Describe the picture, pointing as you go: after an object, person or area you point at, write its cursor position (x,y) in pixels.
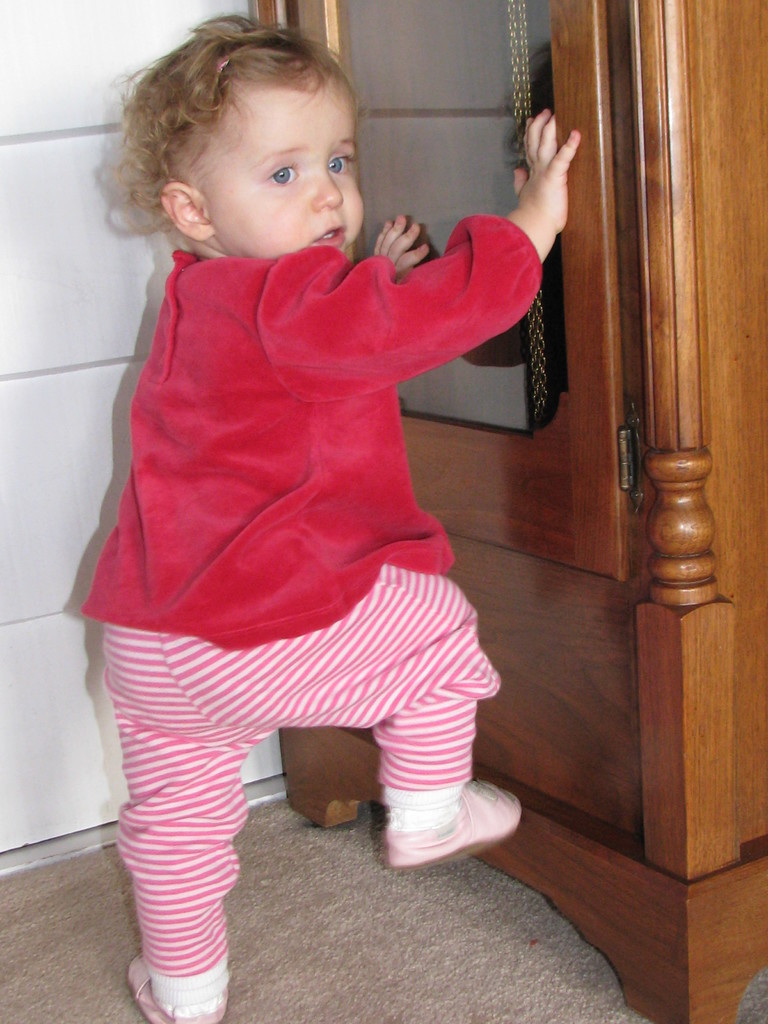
In the image we can see a baby (378,476) wearing clothes (422,659) and shoes (428,829). Here we can see a wooden cabinet (606,584), carpet (378,941) and a wall (72,399).
